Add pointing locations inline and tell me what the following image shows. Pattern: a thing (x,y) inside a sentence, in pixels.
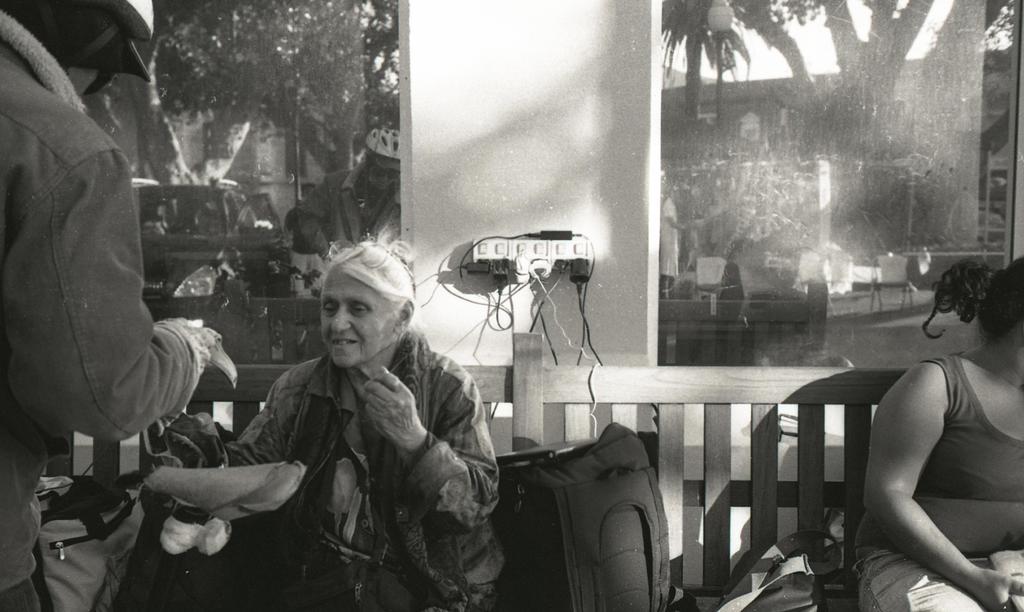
In this image we can see outside of a building (745,91). There is a bench (765,435) in the image. There are two persons (356,485) sitting on the bench (814,503) and holding some objects (208,526) in their hands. There are few objects (71,484) placed on the bench (210,397). There are few trees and a car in the image. There is a lamp (729,20) and a chair (891,270) in the image. A person (26,307) is standing and holding some object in their hand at the left side of the image (81,323).
